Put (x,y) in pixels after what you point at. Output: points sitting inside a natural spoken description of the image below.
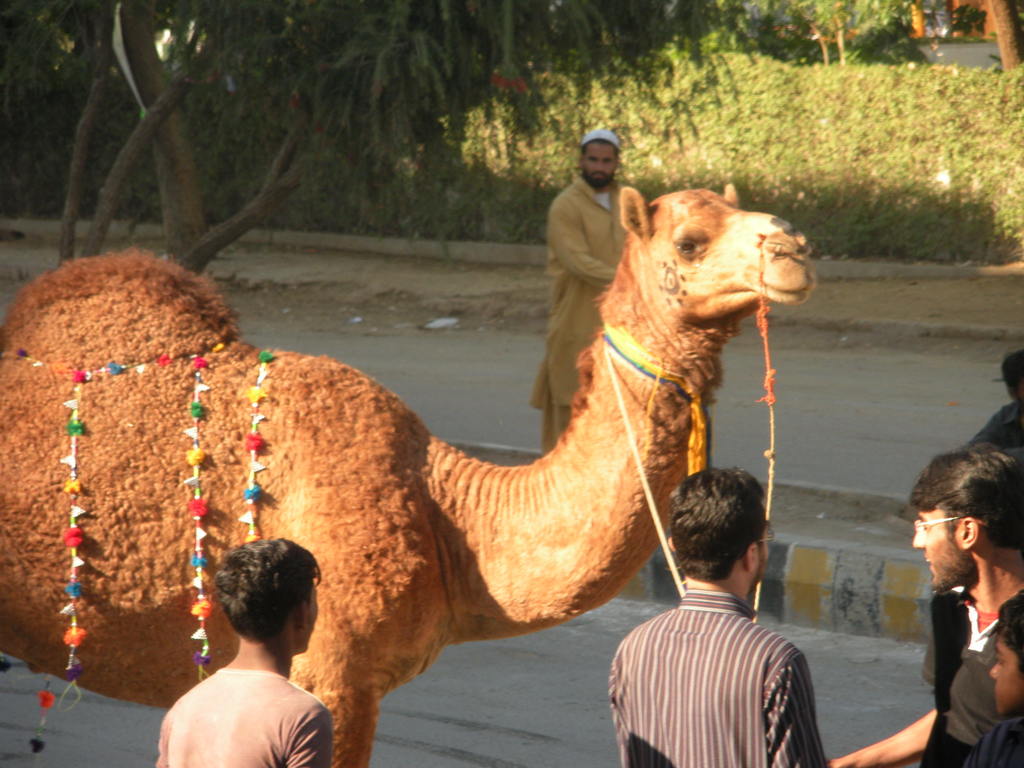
In this image I can see the camel (213,388) which is in brown color. To the side I can see the group of people (707,558) with different color dresses (742,609). In the background (550,120) I can see many trees (572,52).
